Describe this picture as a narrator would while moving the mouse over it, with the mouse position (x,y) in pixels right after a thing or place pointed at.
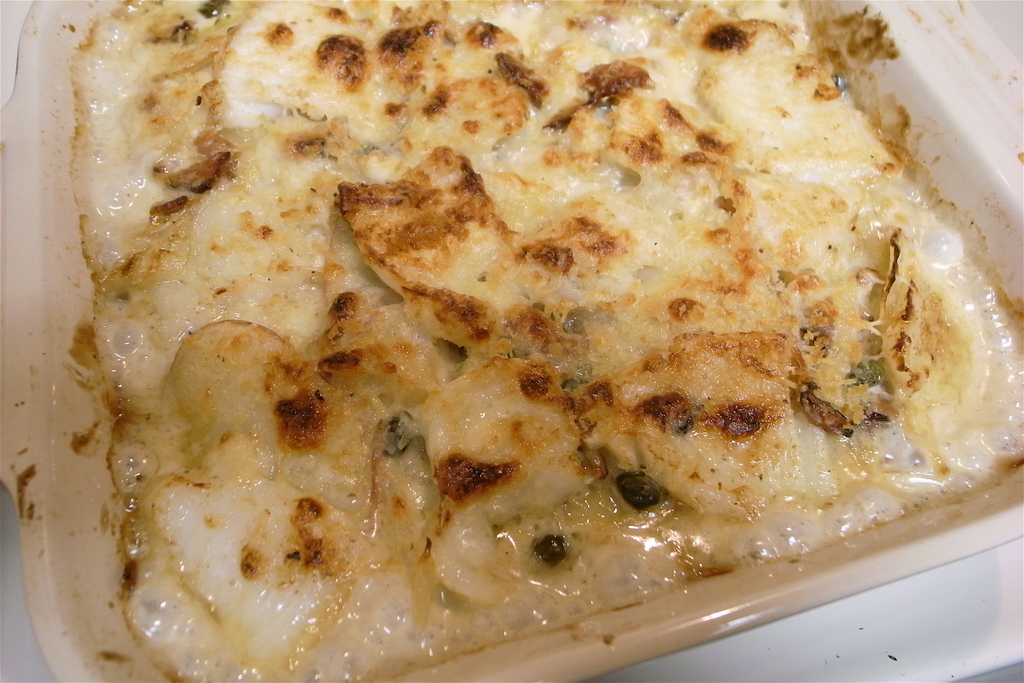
In the center of the image (523,323), we can see food (359,254) in the tray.
